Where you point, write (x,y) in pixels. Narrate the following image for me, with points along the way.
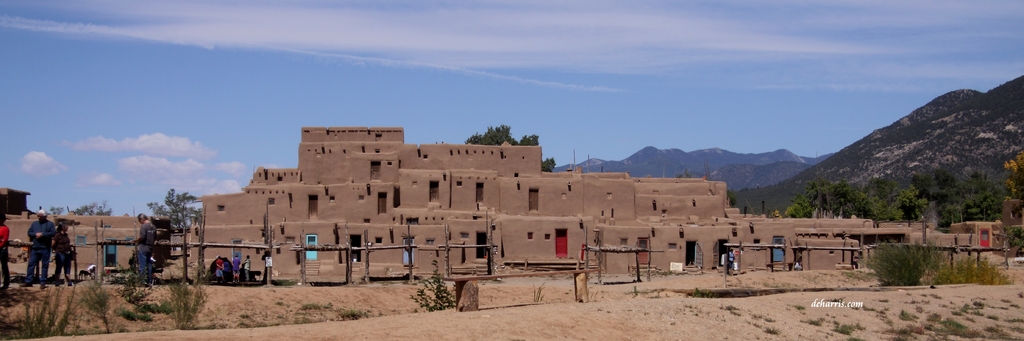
In this image I can see grass (954,313), plants (954,313), buildings (276,243), trees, mountains (608,167), clouds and the sky (375,115). I can also see few people (59,273) in this image and here I can see watermark (838,306).
